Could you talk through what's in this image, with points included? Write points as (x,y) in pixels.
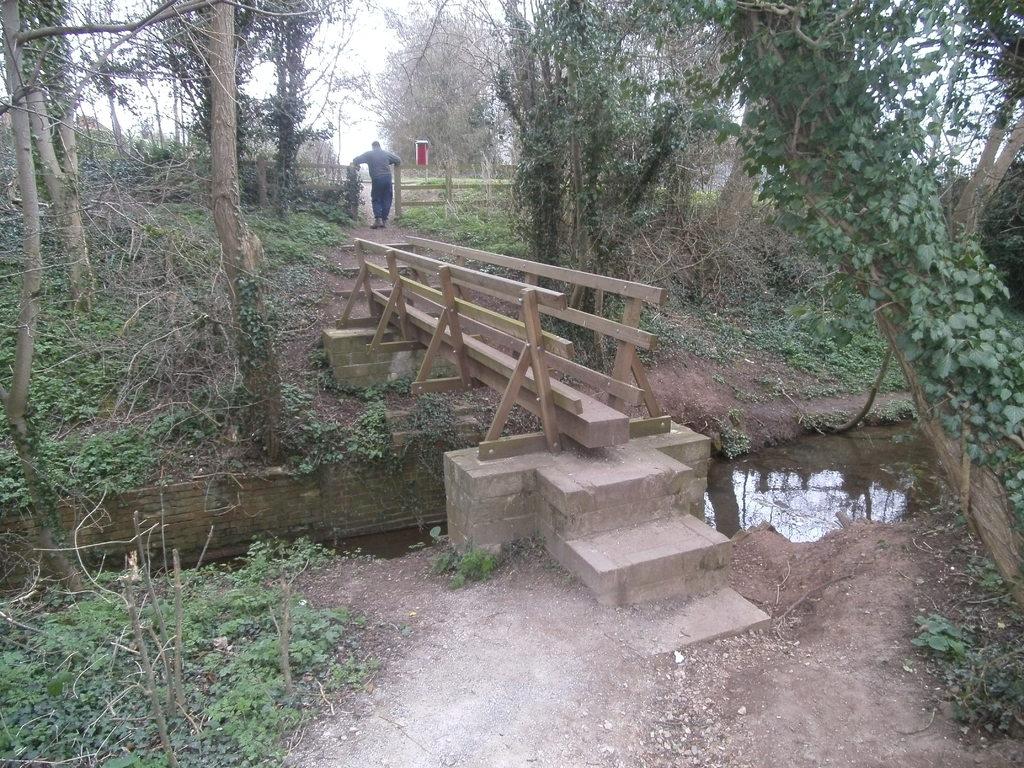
In this image there is a canal (389,544), on either side of the canal (375,537) there is land (501,672) and trees (560,221), across the canal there is a bridge (555,394), in the background (389,193) there is a man (381,203) standing near a wooden railing (312,194) and there is the sky (362,31).
